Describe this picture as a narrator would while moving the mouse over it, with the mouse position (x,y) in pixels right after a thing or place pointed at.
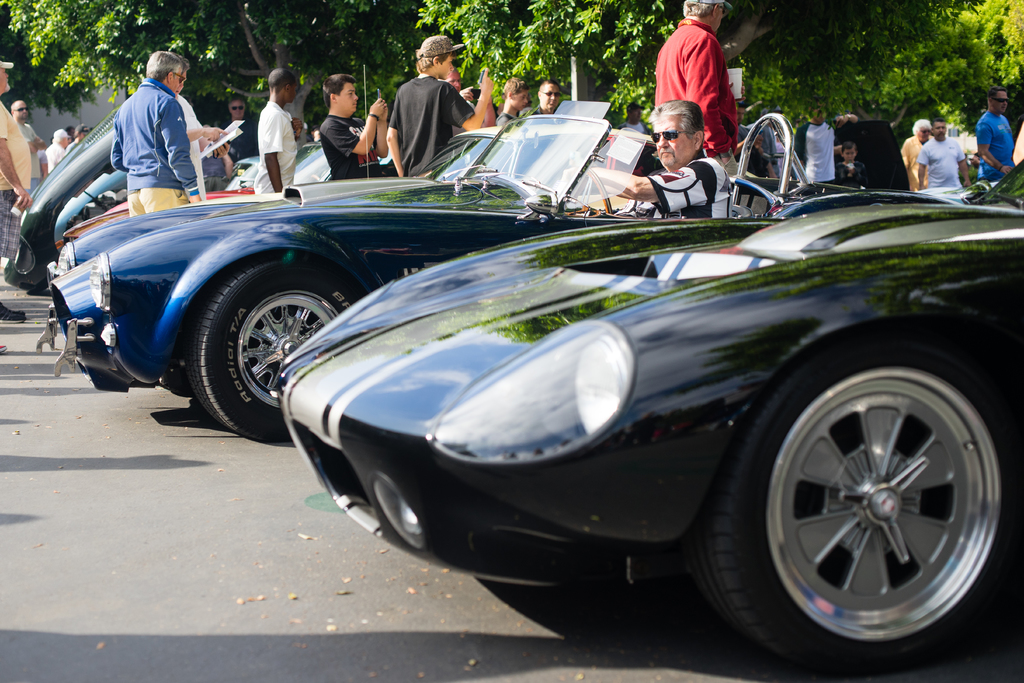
In this image in the center (346,259) there are cars (263,257) on the road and there is a person (671,192) sitting inside the car (428,209), and there are persons (155,137) standing in the center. In the background (128,82) there are trees (745,37).
